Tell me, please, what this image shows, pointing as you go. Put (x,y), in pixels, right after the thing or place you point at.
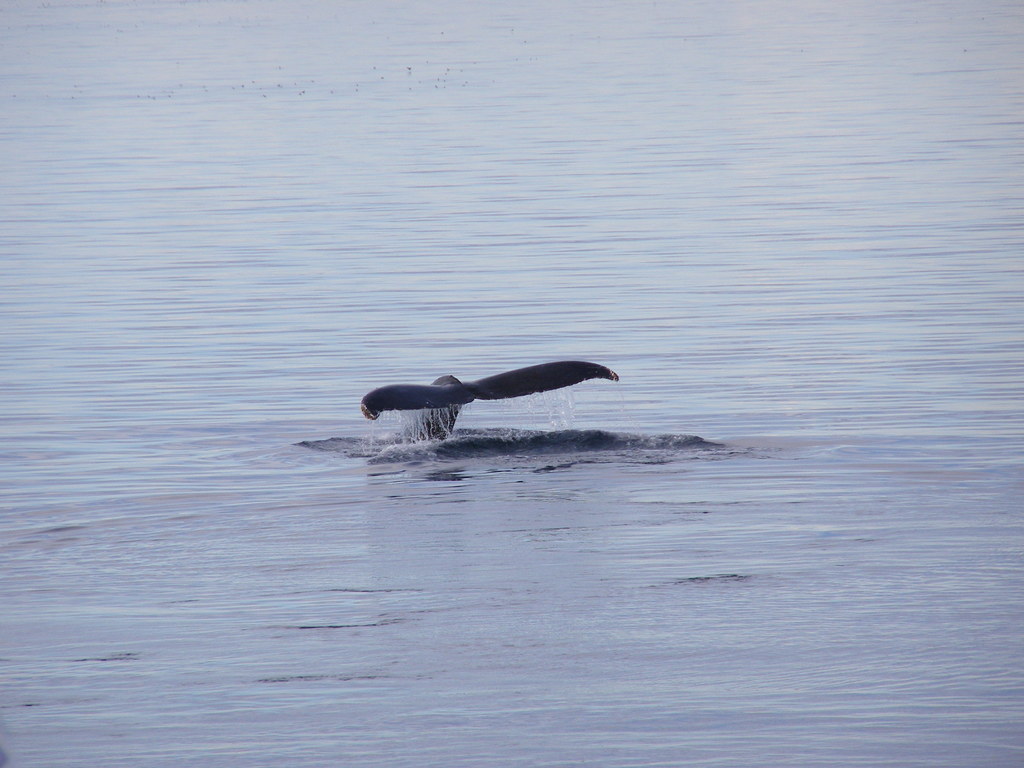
In this image I can see an aquatic animal (526,366) in water (592,533). The water (613,592) is in blue and white color.
